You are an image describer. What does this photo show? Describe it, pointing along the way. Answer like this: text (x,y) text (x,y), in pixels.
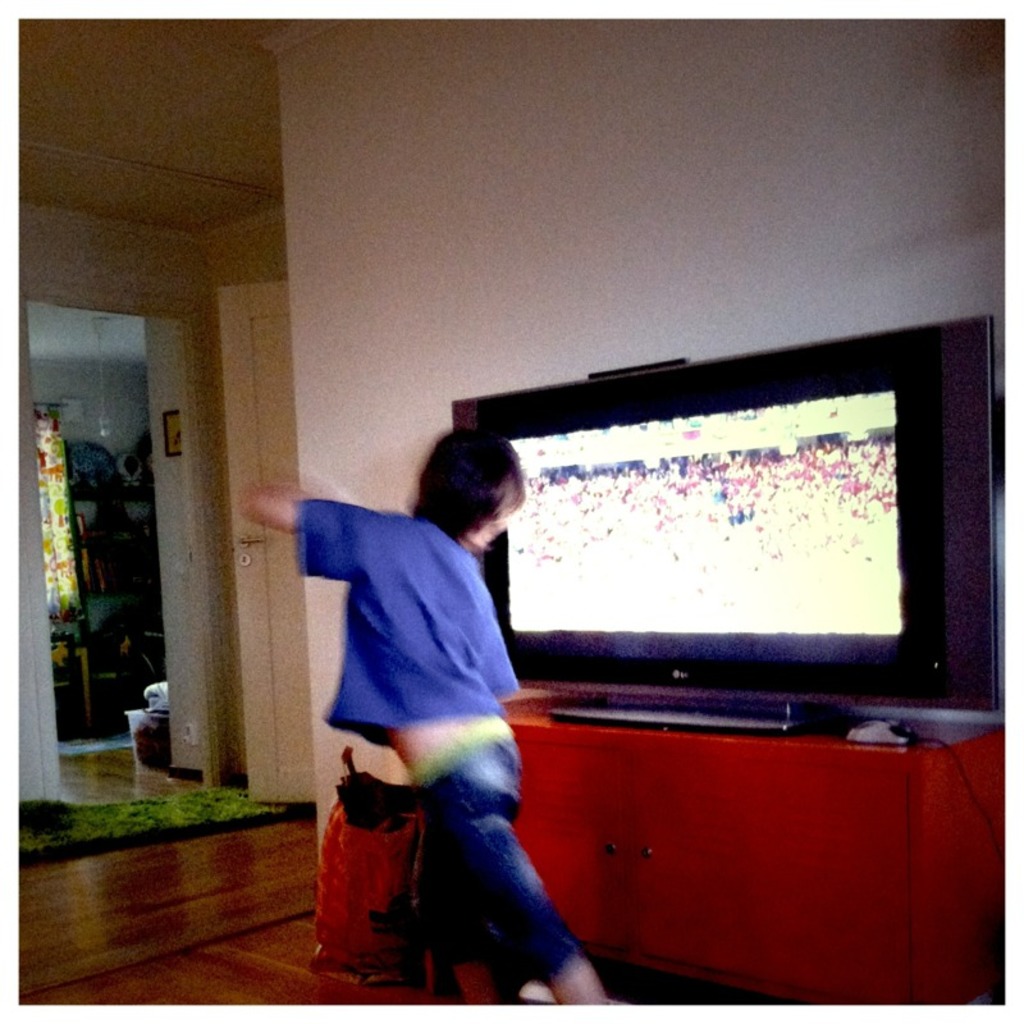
This is a picture of inside of the house (292,836), in this image in the center (488,599) there is one boy (491,758) who is standing. In front of him there is a television (678,690) on the table (556,784), and on the left side (293,671) there is a door (242,558), curtain (55,555), window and on the wall (173,466) there are some photo frames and some objects (136,576). At the bottom (158,909) there is a floor (68,878), on the floor (36,895) there is a carpet (186,833) and at the top (137,60) there is ceiling (159,163).
